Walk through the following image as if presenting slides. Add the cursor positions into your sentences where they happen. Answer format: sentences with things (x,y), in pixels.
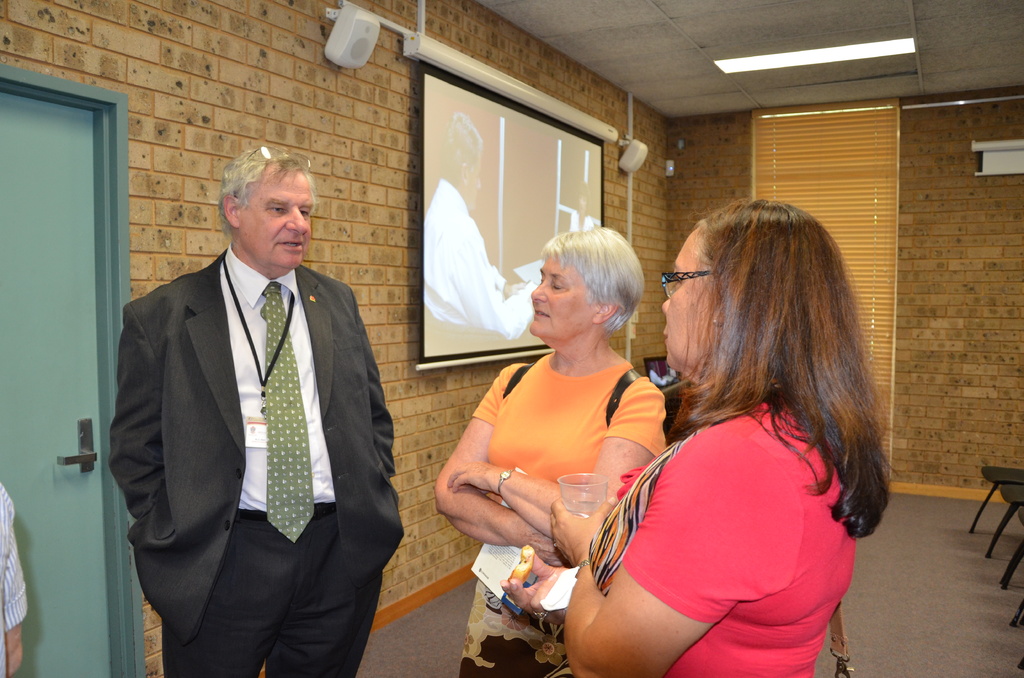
In the given image i can see a projector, people (770,530), door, air conditioner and pipes (631,103).
